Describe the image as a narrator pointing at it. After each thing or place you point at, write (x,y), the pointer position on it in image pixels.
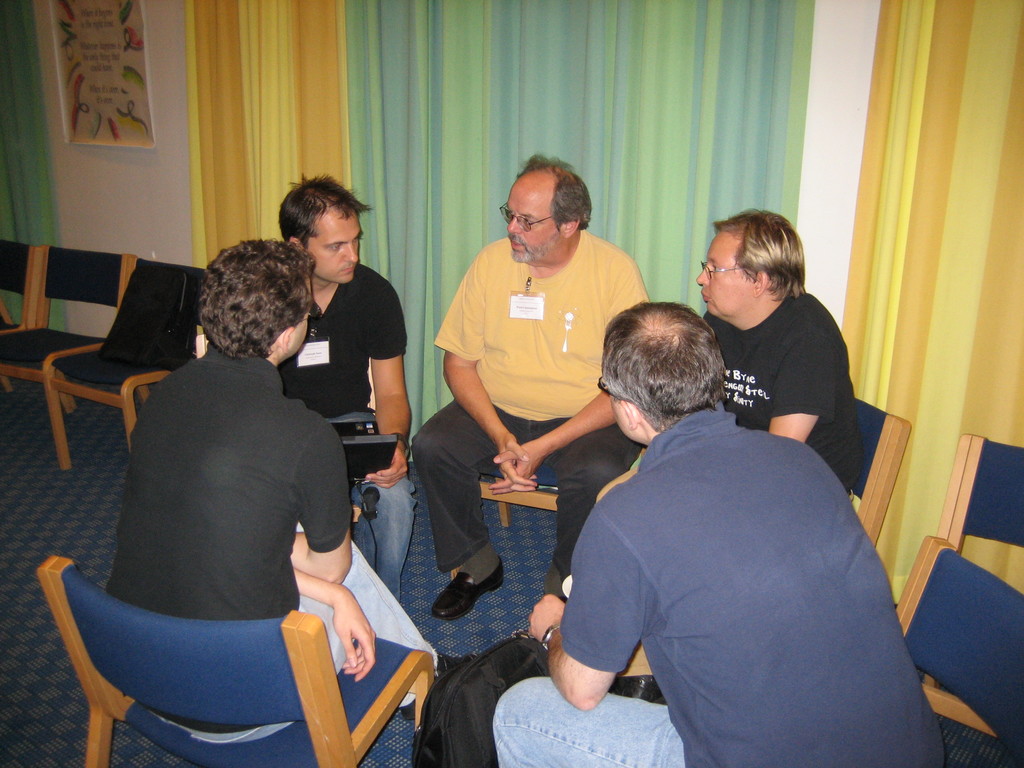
In this picture we can see five persons (564,692) are sitting on the chairs (95,744). This is floor (66,552) and there is a bag (460,670). On the background (495,127) there is a curtain (491,83) and this is wall (186,90).
